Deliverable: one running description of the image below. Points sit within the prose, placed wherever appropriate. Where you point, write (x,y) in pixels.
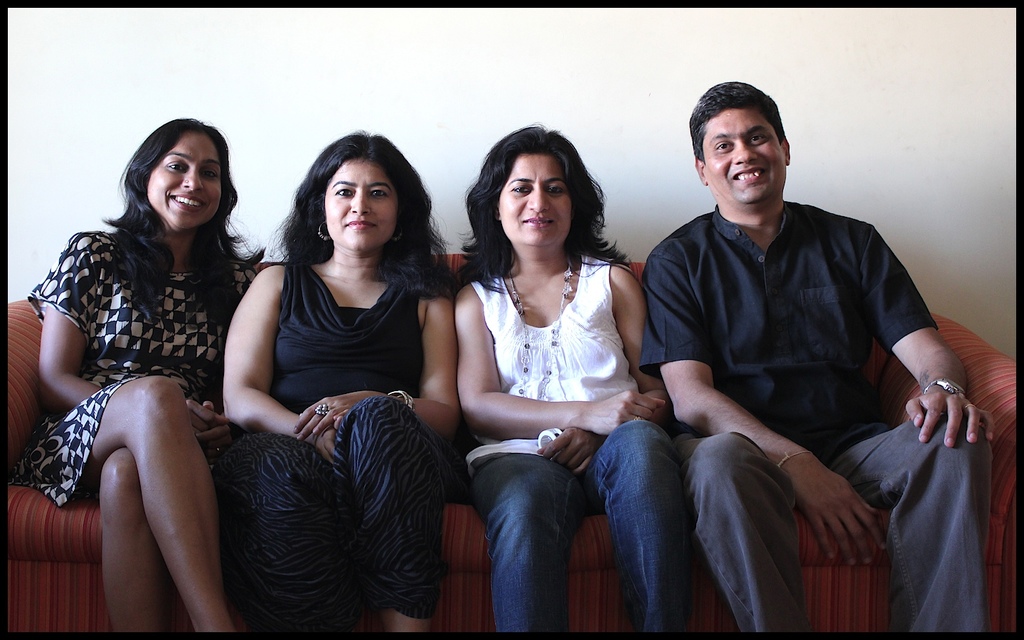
In this image there are four people (349,434) sitting on a sofa (595,583) with a smile on their face (338,210), behind them there is a wall (788,93).
